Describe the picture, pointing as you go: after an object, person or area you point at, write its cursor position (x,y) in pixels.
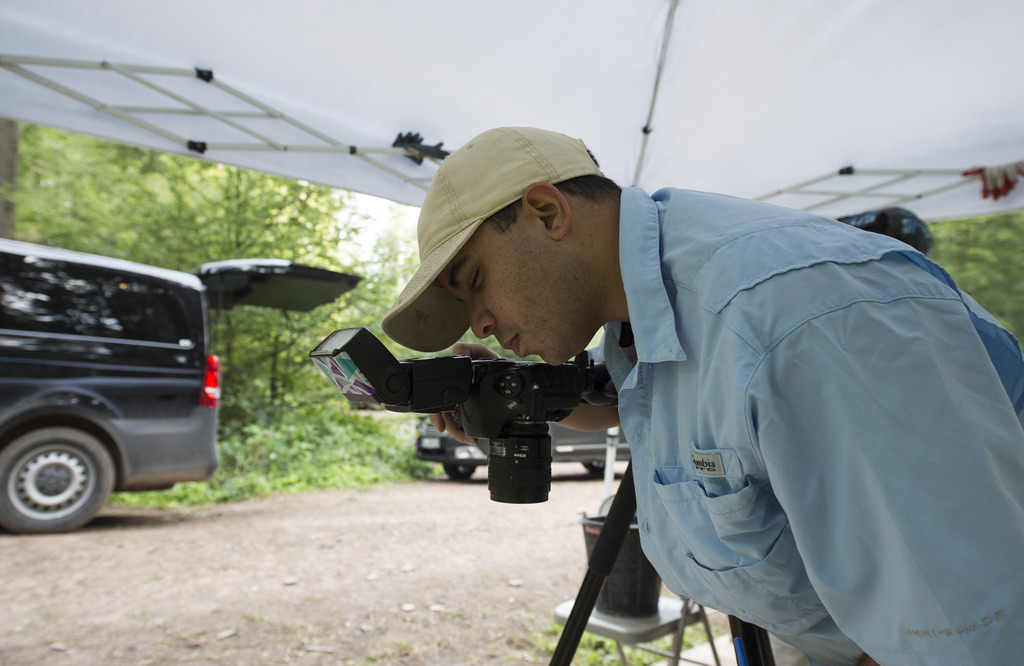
In this picture I can see a man (668,461) is wearing a cap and a shirt (761,414). This man (676,469) is holding a camera (456,408). In the background (210,432) I can see vehicles (156,383) on the road (416,546) and trees (298,364). Here I can see a chair (629,620) on which I can see an object (604,589) on it.
